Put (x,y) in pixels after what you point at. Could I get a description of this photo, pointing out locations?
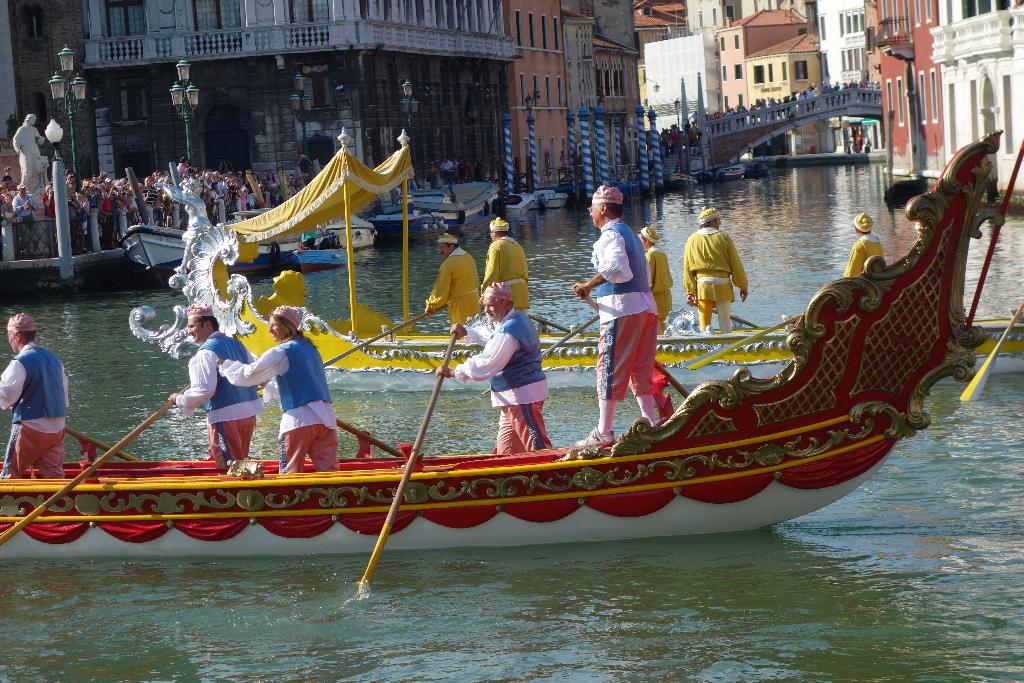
In this image, we can see few people (646,267) are sailing boats (768,468) on the water (457,581). Few (55,431) are holding an object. Top of the image (547,120), we can see so many buildings (463,90), street lights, poles (127,170), walls (948,127), windows (934,99), railings (865,95), bridge (873,105), statue (20,130) and a group of people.
